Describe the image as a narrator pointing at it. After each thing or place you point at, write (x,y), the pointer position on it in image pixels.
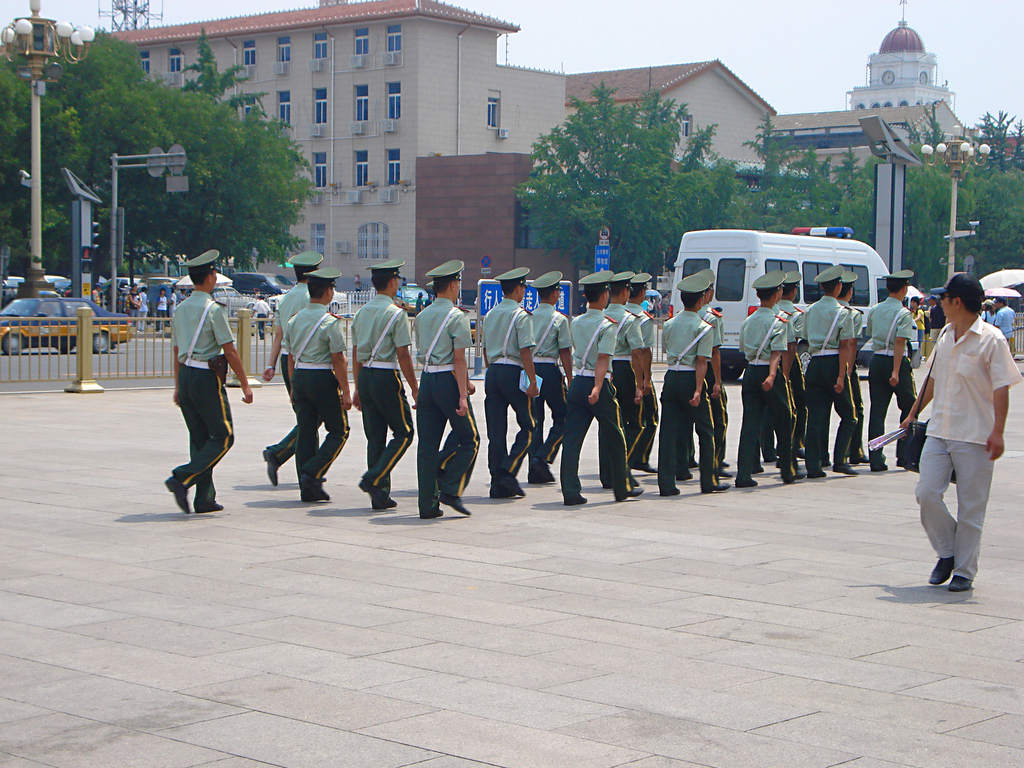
This is an outside view. Here I can see few men (602,323) wearing uniforms (461,326), caps (542,283) on the heads (637,288) and marching on the ground (830,529). On the right side (973,419) there is a man (976,376) is walking by looking at these people (688,392). On the left side (47,313), I can see few vehicles (103,333) on the road (24,357) and also there is a railing (82,351). In the background (208,172), I can see few trees (193,119), poles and buildings (427,112). At the top of the image (640,48) I can see the sky (650,60).
